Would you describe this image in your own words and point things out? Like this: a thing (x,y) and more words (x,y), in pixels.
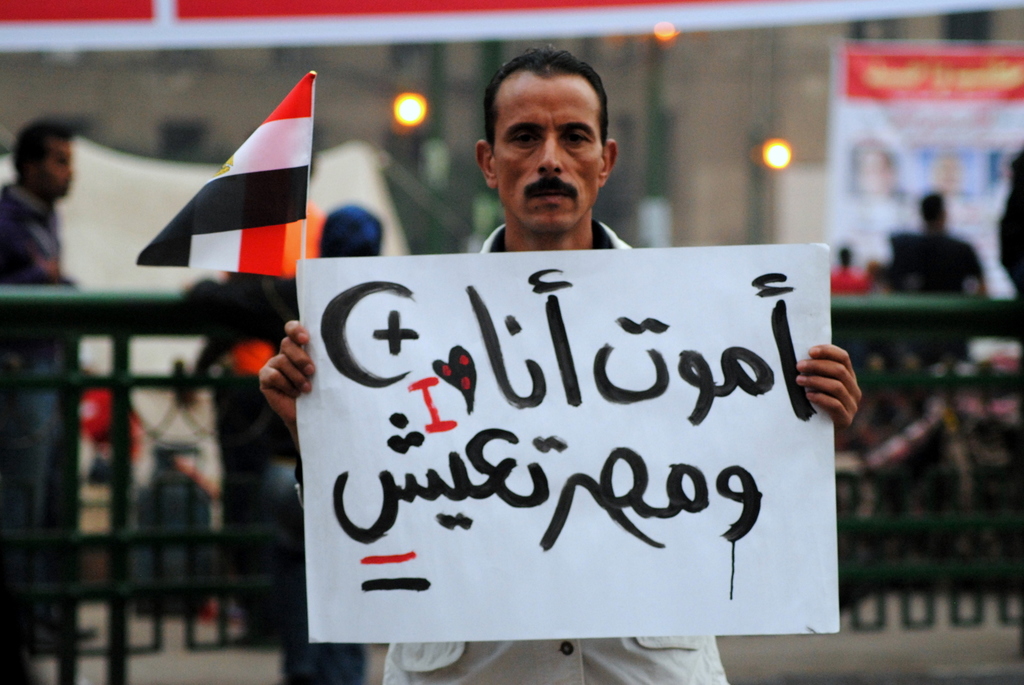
In this picture I can observe a man (563,148) in the middle of the picture (580,245). He is holding a white color chart (461,345) with some text (450,477) in it. In the background (916,352) I can observe some people (64,173) and a railing (96,386).
